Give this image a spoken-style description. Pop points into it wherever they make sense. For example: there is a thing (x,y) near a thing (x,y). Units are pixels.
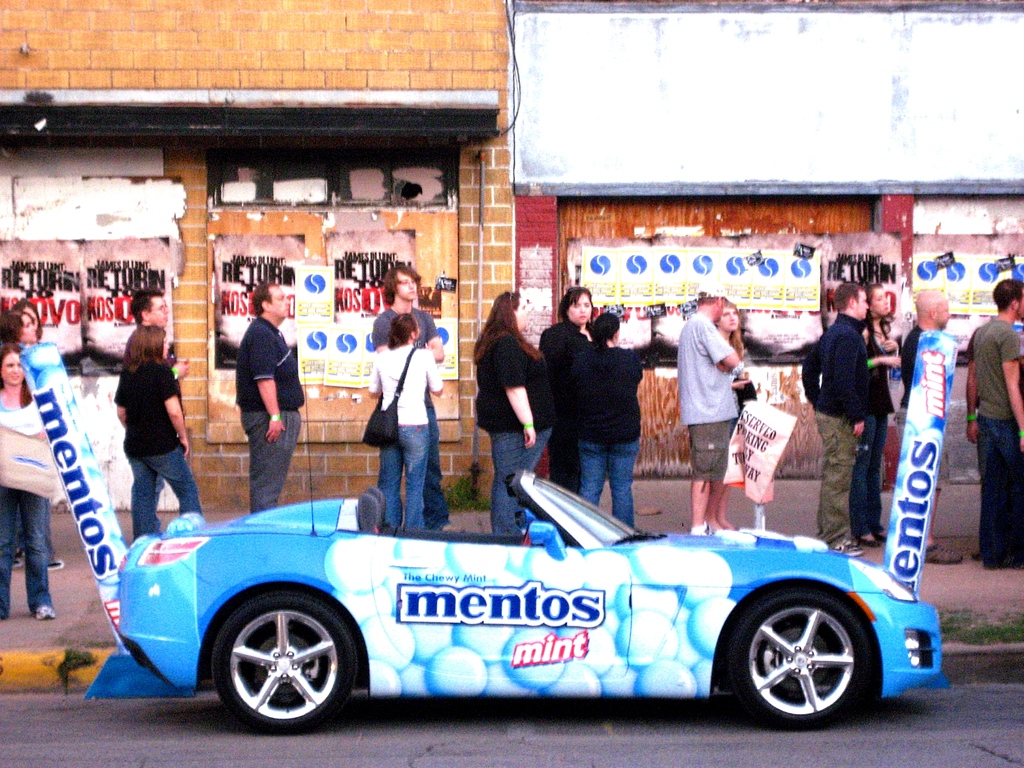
There is a blue car (912,680) on the road (906,695) on which ''mentos mint'' is written. People (14,385) are standing in a queue (14,385). There are buildings (833,152) at the back (533,120).
